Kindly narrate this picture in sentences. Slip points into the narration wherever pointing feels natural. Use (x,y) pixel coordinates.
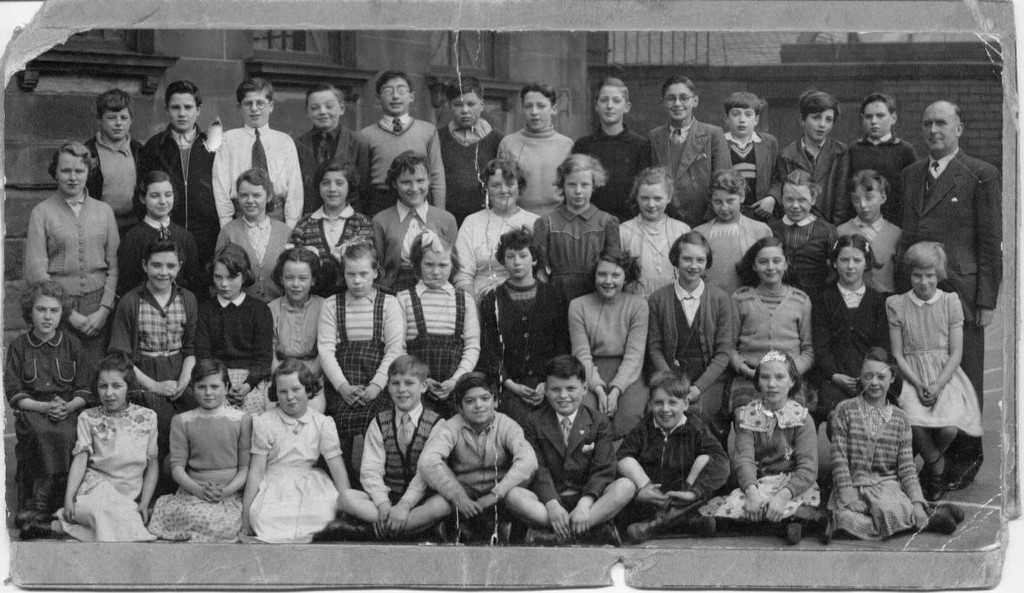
In this picture we can find few people (399,220) are posing for a picture, in the first and second row people (543,353) are sitting and in the third and fourth row people (250,187) are standing, the picture is taken in black and white.
